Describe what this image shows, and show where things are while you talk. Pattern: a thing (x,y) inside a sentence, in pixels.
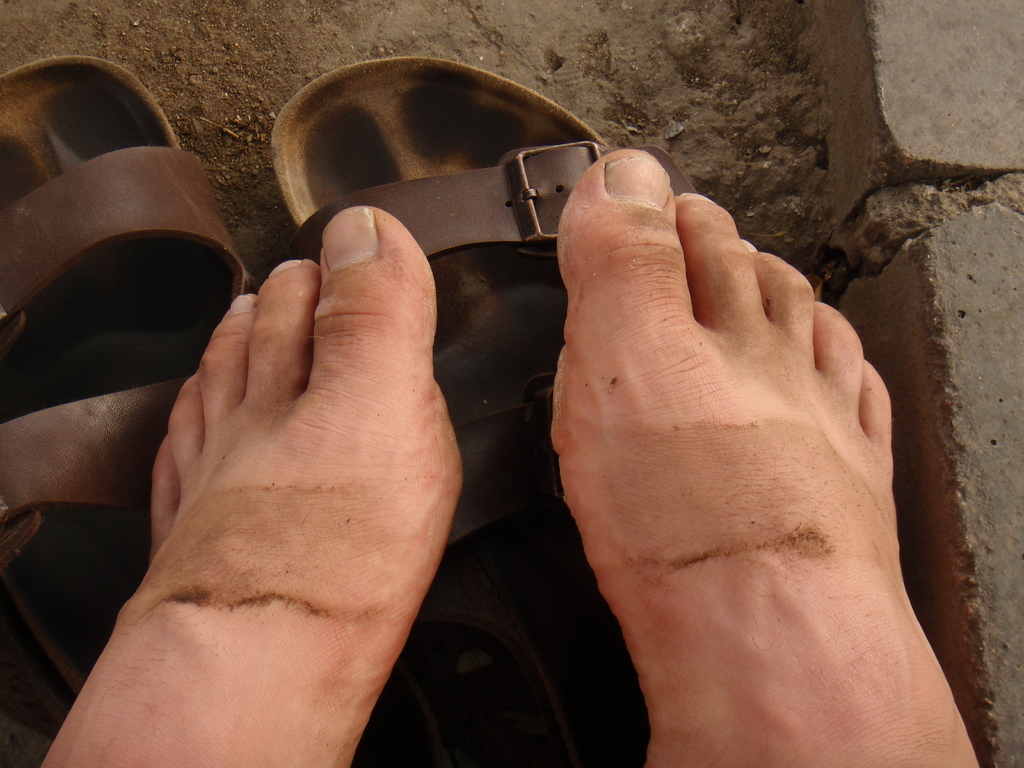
In this picture we can see legs (422,522) of a person (737,440), footwear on the ground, on the right side (1014,144) we can see stones (947,374).
